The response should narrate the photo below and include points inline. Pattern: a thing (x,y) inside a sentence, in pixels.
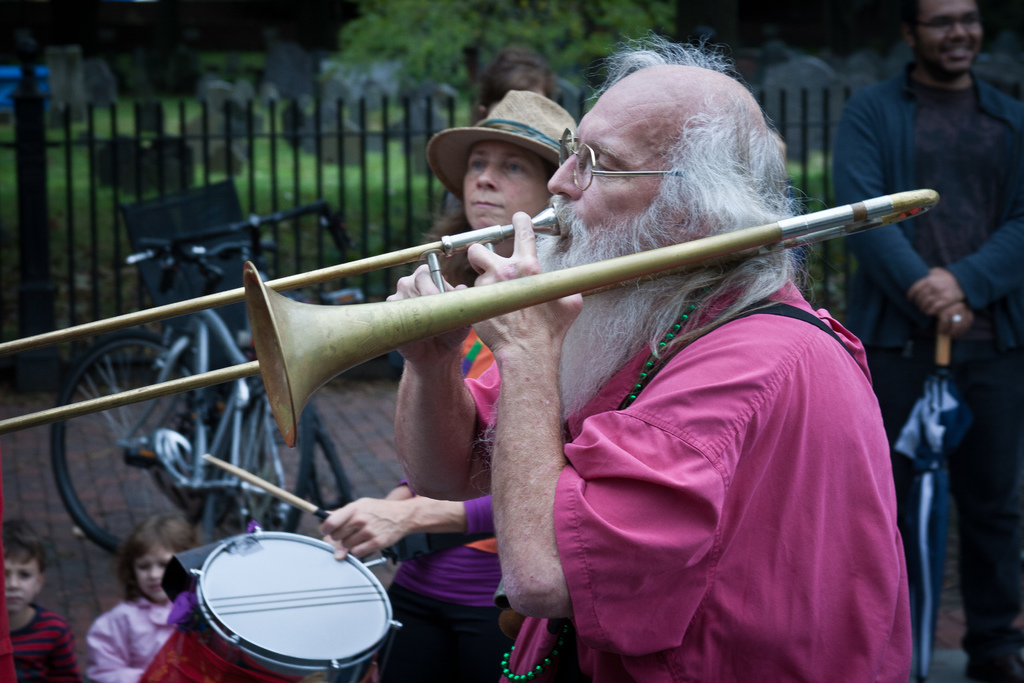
In this image, we can see two persons (598,371) are playing musical instruments (484,301). Background (357,476) we can see fence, bicycle (147,441), walkway (360,492), plants (529,23), cemeteries (98,172), tree (571,28) and few people (1011,329).
